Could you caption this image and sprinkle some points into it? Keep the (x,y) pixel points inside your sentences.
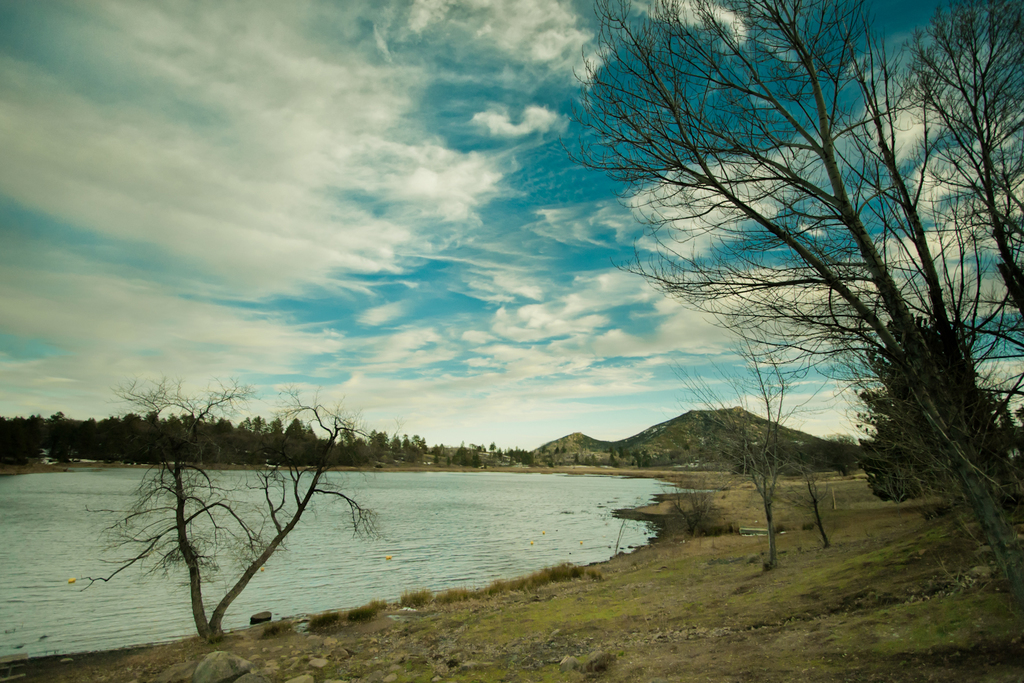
In this image I can see an open ground (807,496) and on it I can see number of trees (768,494). In the centre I can see water (470,500). In the background (743,410) I can see mountains (687,423), clouds (552,288) and the sky (524,303).
